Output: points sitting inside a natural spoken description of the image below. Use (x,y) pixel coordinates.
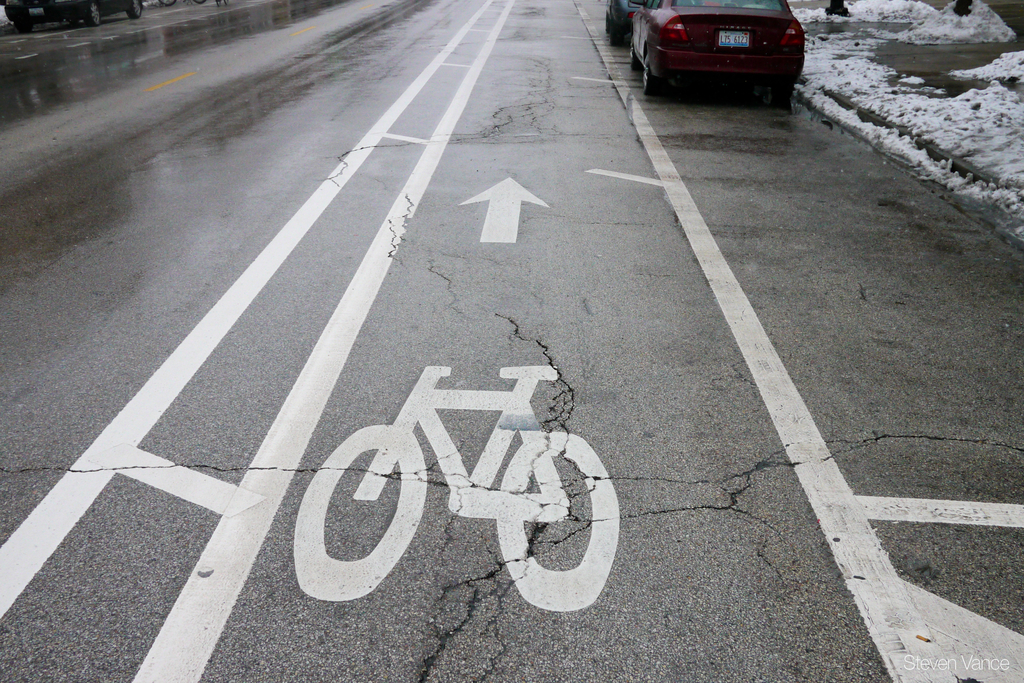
In this image we can see some vehicles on the road (413,325). We can also see the heap of snow (950,108) on the footpath (963,170).
